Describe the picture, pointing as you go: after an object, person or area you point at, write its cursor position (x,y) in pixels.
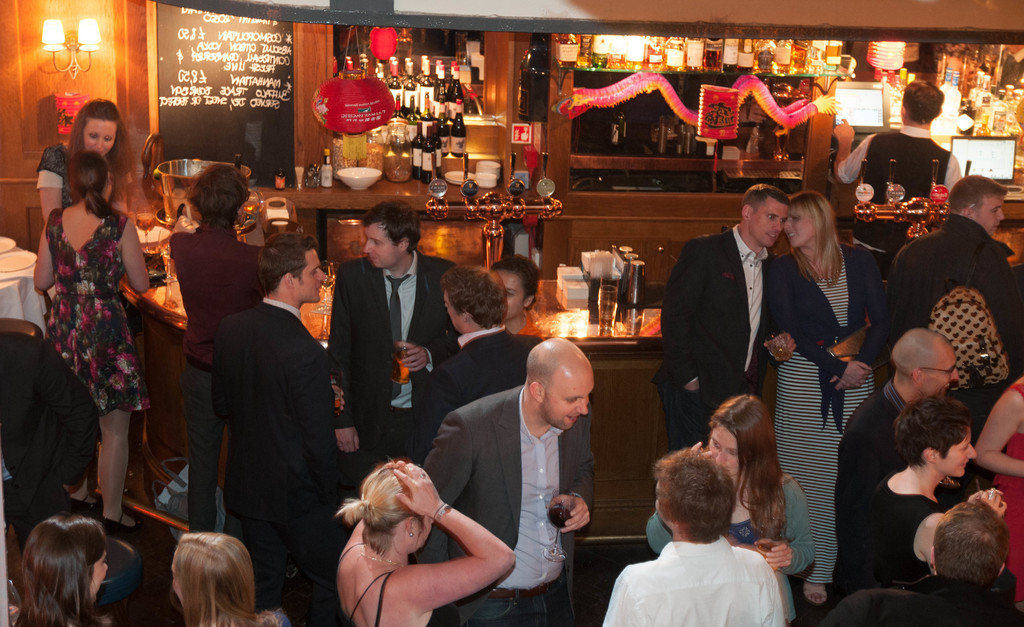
In this image I can see group of people (777,510) standing and holding glasses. Background (607,264) I can see few bottles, papers (601,277), glasses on the table (591,310), I can also see a board (230,153) in black color and few lights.
